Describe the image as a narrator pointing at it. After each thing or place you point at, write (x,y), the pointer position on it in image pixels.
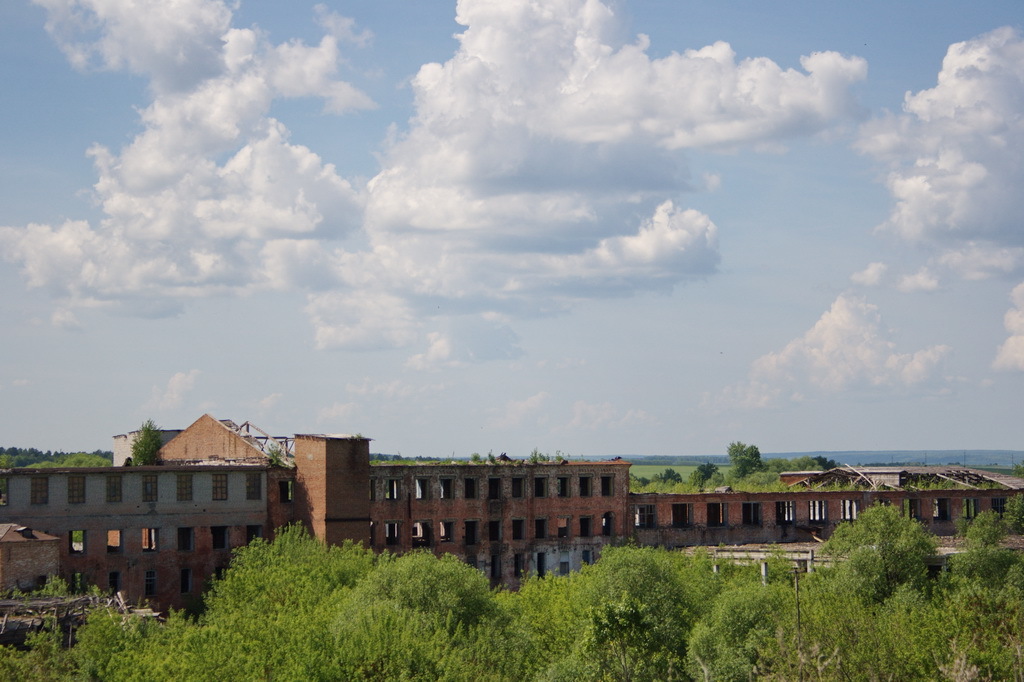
In the foreground of this image (607,646), there are trees (272,641) and buildings (671,523). On the top (806,209), there is the sky (694,187) and the cloud (541,155).
